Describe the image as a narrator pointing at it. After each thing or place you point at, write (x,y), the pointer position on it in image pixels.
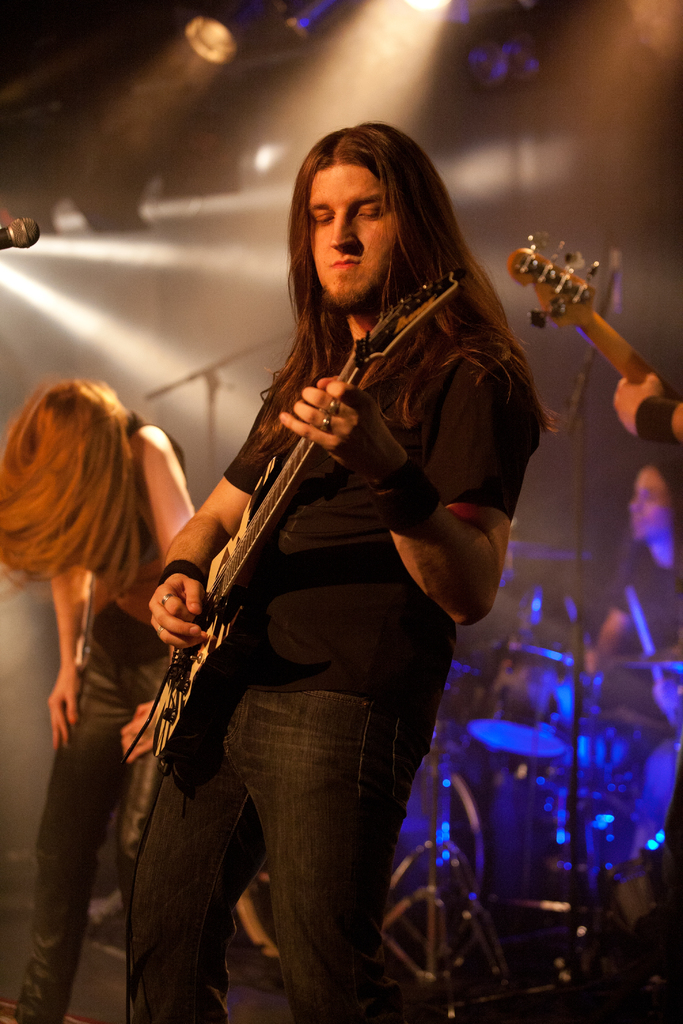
As we can see in the image there are few people (301,808) on stage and the man (362,600) who is standing here is holding guitar (384,342). Behind him there are musical drums (551,760).
